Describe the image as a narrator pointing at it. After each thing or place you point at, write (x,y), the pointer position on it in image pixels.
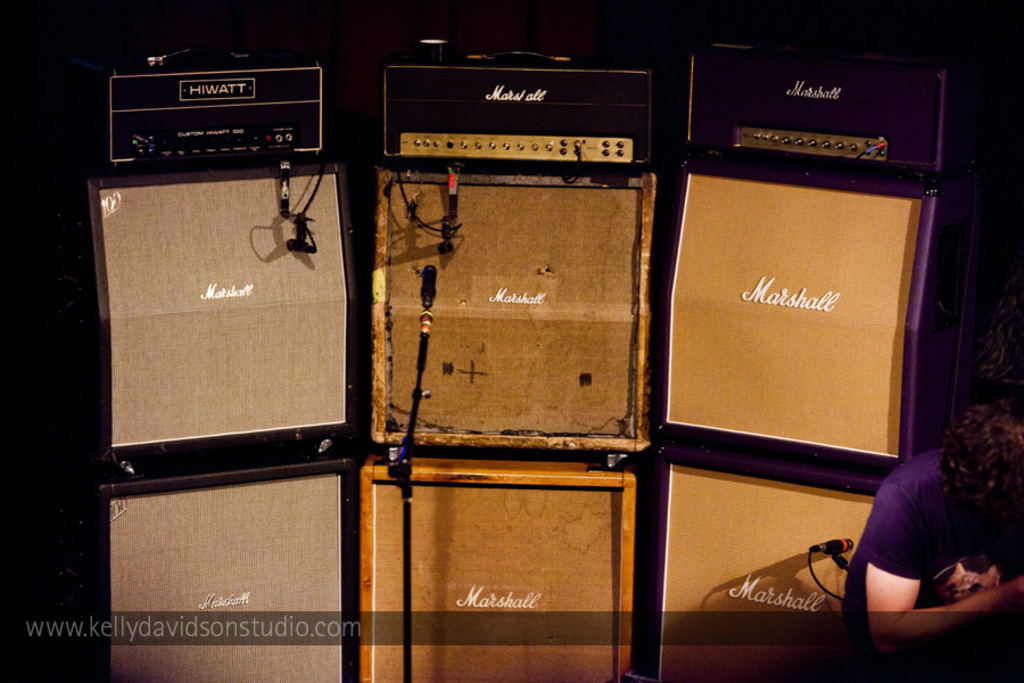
A person (1008,548) is present on the right (1002,585). There are microphones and amplifiers (113,228).
